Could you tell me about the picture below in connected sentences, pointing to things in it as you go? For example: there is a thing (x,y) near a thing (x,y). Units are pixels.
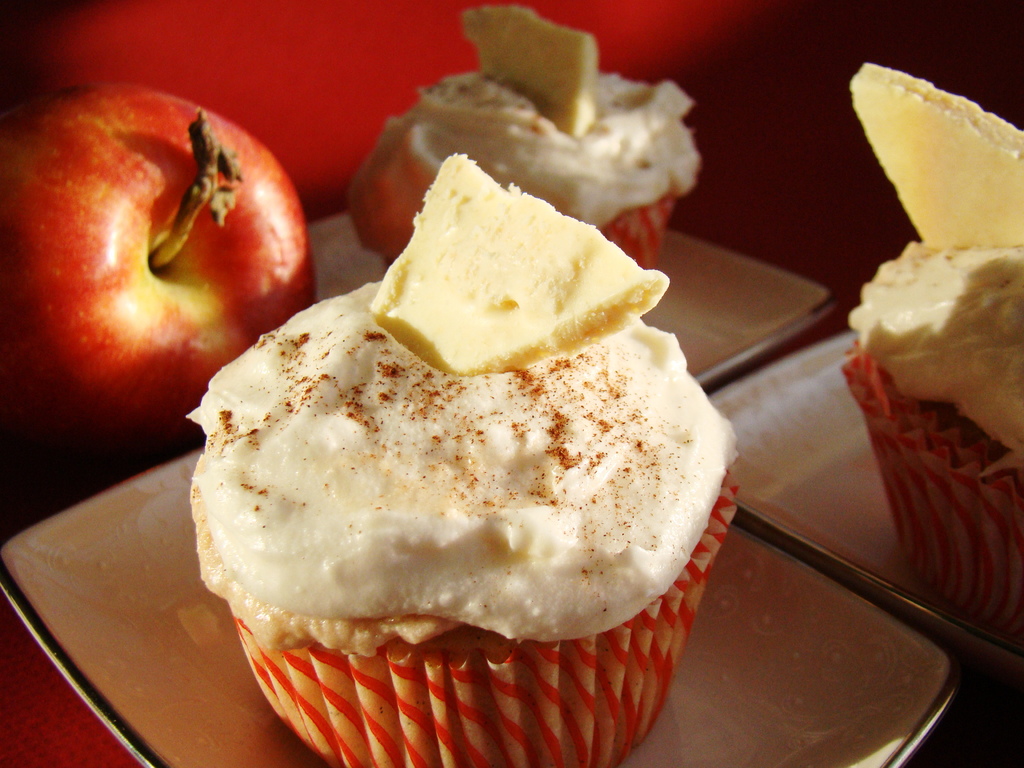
In this image we can see cupcake (639,460) in plate (132,698) placed on the table (19,468). On the left side of the image (85,127) there is an apple (177,273).
